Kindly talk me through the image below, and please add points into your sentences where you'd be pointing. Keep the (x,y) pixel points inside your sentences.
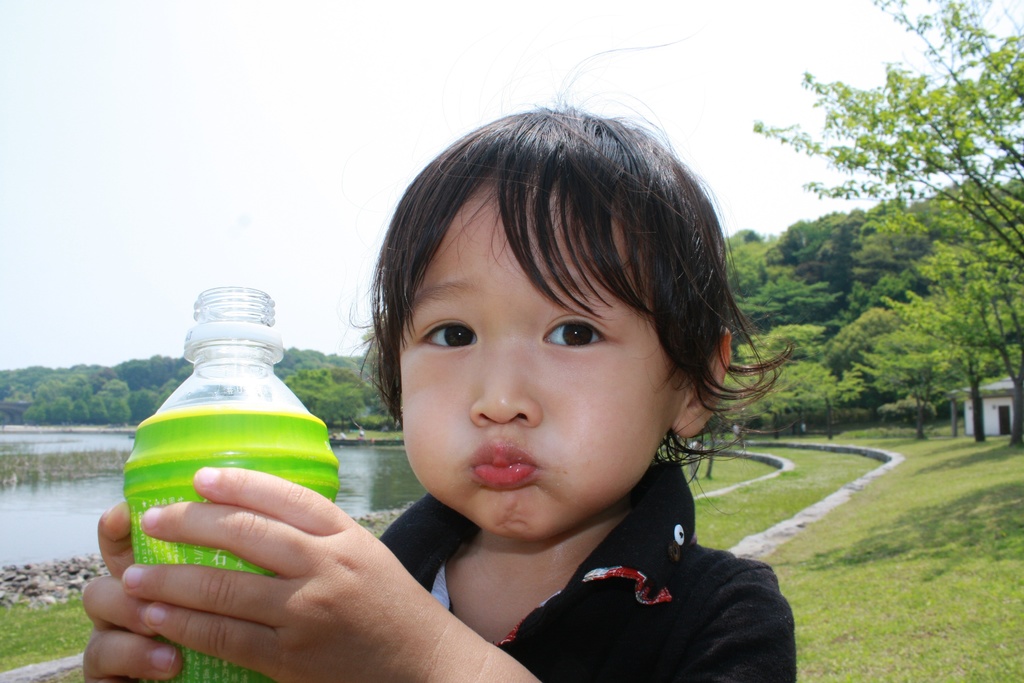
In this image i can see a child (548,453) is holding a bottle (231,467) in his hands (188,524). I can also see there are few trees (905,304) and water (63,493).
